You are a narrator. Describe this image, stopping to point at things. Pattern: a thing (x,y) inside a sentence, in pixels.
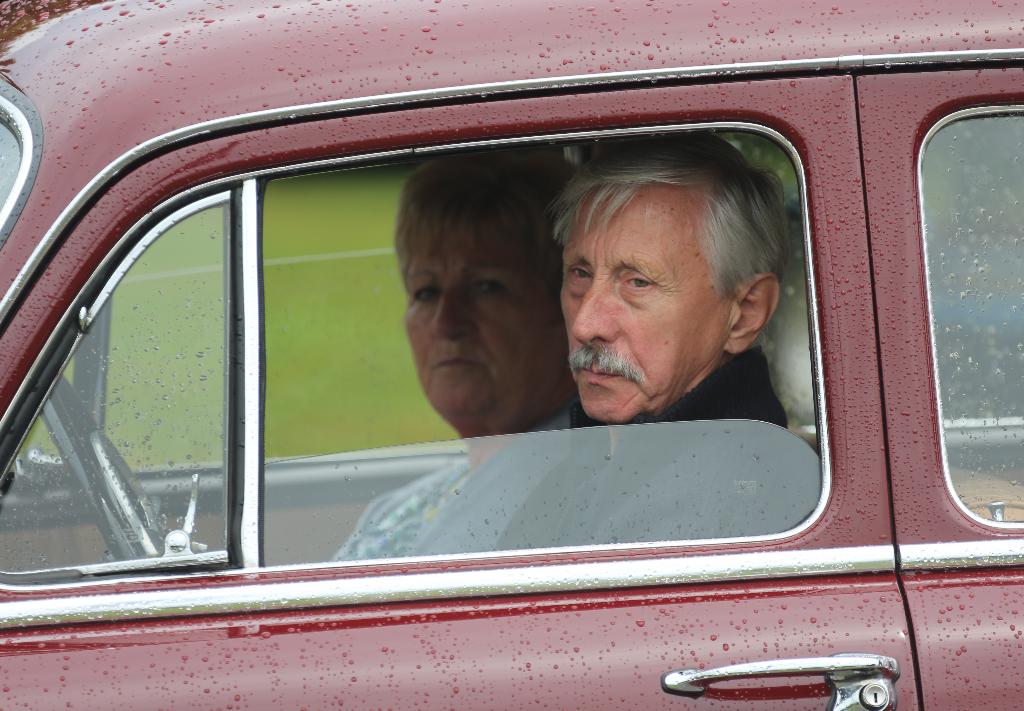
This is the picture where we have a red car (575,486) and a lady (494,336) and a man (638,397) sitting in the car (237,441).
